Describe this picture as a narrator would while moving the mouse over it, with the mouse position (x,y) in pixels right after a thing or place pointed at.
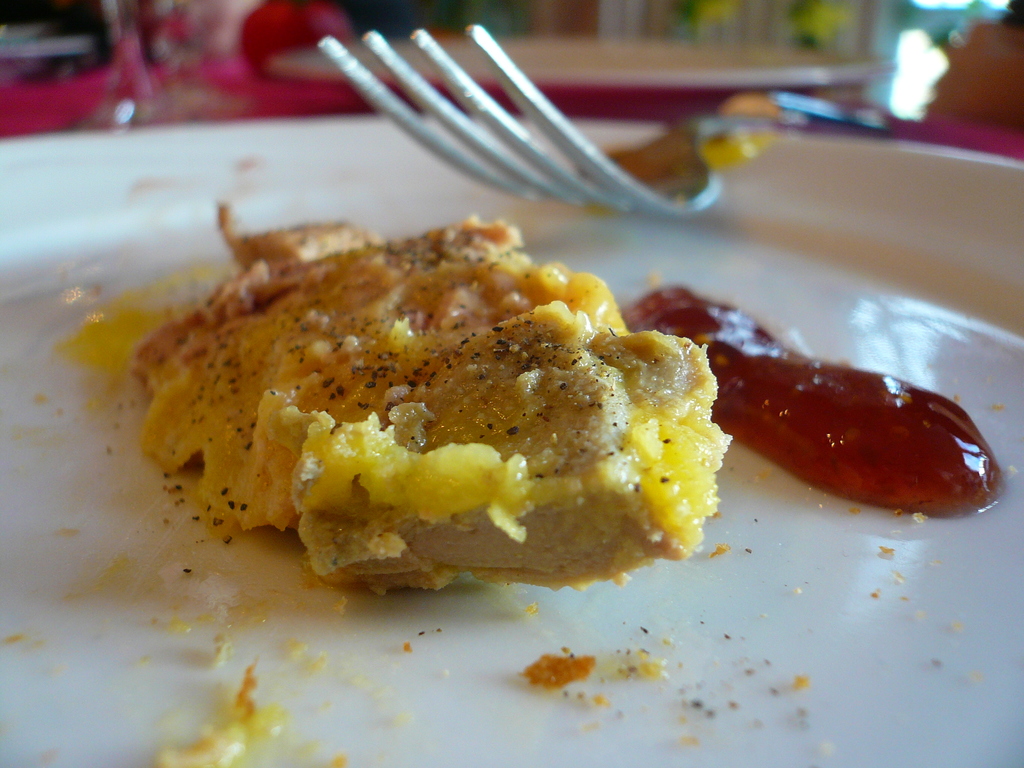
In this picture I can see some food item (457,415) kept in the plate (545,201) along with the fork (569,192).
